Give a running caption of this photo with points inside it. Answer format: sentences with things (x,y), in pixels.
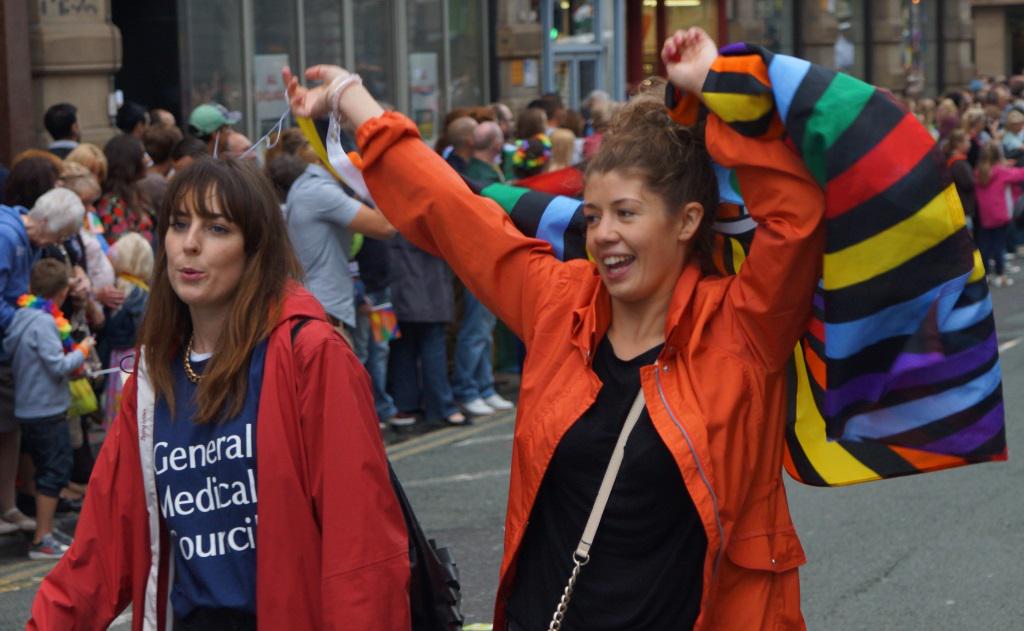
In this picture there are two women (583,366) who are wearing red and orange color jacket (700,436). Both of them was standing on the road (852,624). In the back (310,159) can see group of persons (332,283) standing near to the building (415,50). Here we can see pole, light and door (601,40). Some peoples (452,229) are holding the flag (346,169).
